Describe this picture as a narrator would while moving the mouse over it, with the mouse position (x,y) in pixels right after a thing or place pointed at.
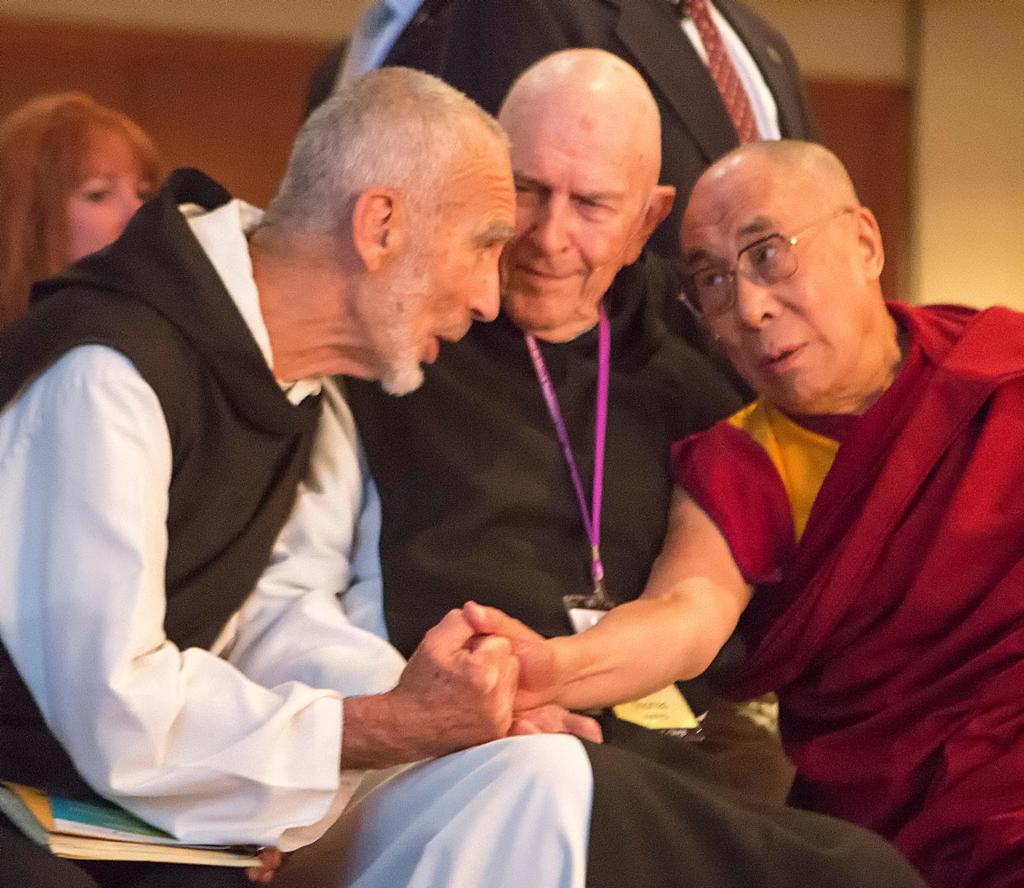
In the image there are few people (393,335) and three men (505,436) were sitting in the front, the first person (97,507) and last person (708,553) are talking to each other and the first person (214,786) is holding some book (130,825) in his hand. Behind these three people (508,269) there is another man (683,68) and he is standing and he is wearing a blazer (696,77) and the background of these people (470,95) is blur.
